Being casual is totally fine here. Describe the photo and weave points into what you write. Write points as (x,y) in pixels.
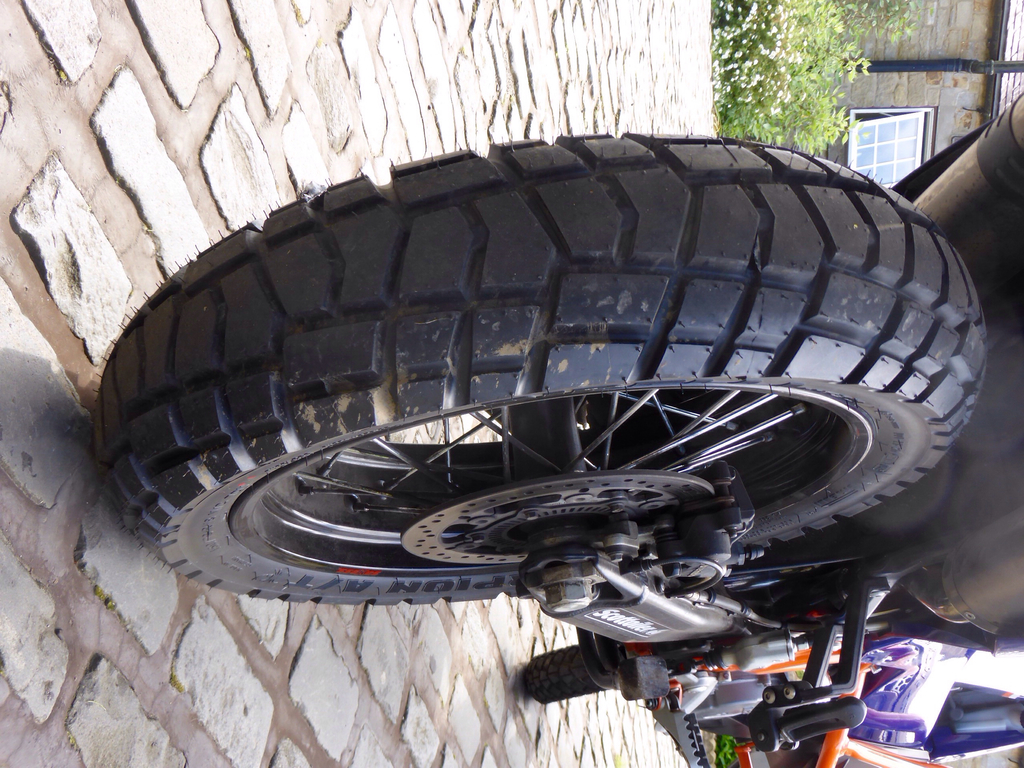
In this image I can see a motorbike (762,450) which is black in color on the ground (223,48). I can see few plants (759,59), few flowers (777,63), a building (841,142) and the sky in the background (799,99).
